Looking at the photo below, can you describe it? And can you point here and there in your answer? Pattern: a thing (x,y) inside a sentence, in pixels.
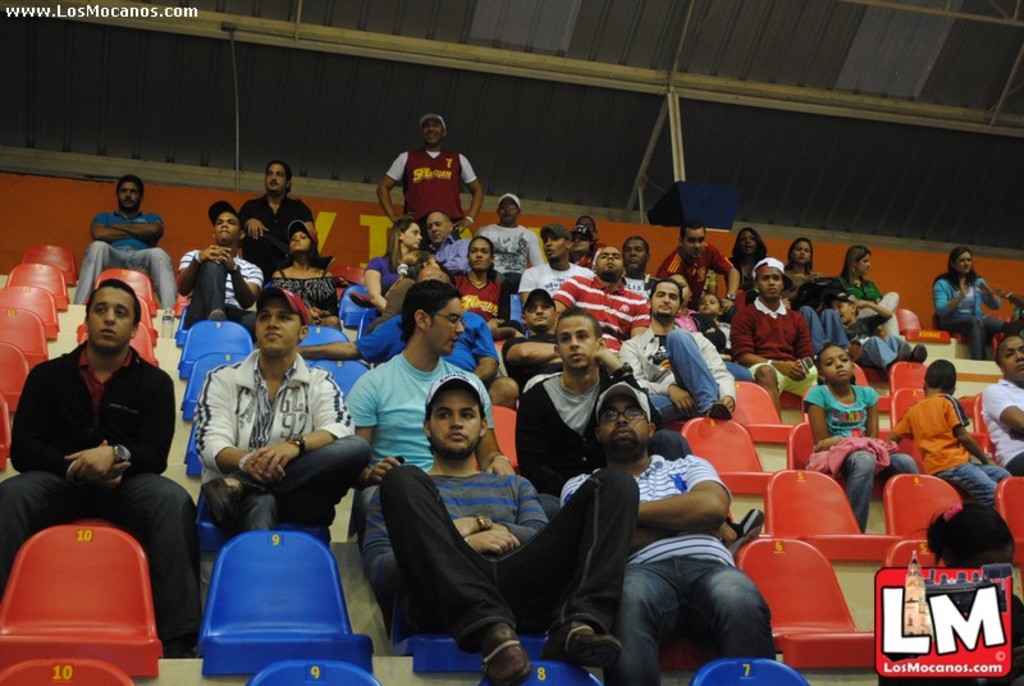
In this image there are few people (122,326) in the stands (244,334), there is some text (58,10) and a logo symbol (963,625) on the image.
